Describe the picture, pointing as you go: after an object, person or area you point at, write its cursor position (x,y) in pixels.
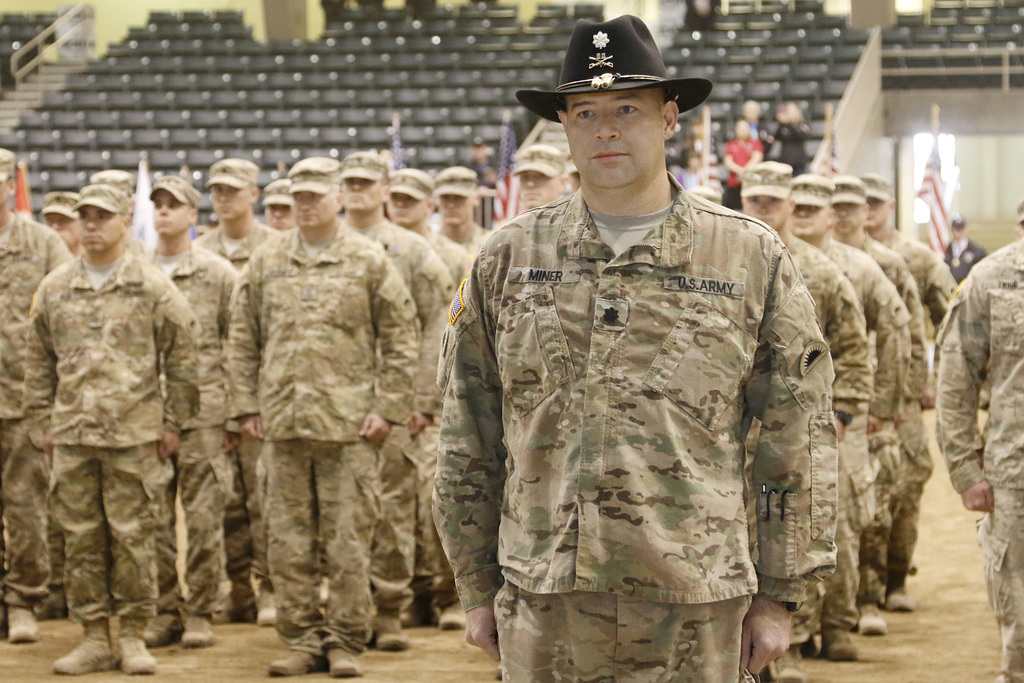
In the foreground of the picture (451,263) we can see soldiers (295,255). In the middle of the picture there are flags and people (802,139). In the background (338,57) there are seats (59,97), staircase (51,64), hand railing (48,52) and other objects (77,46).
